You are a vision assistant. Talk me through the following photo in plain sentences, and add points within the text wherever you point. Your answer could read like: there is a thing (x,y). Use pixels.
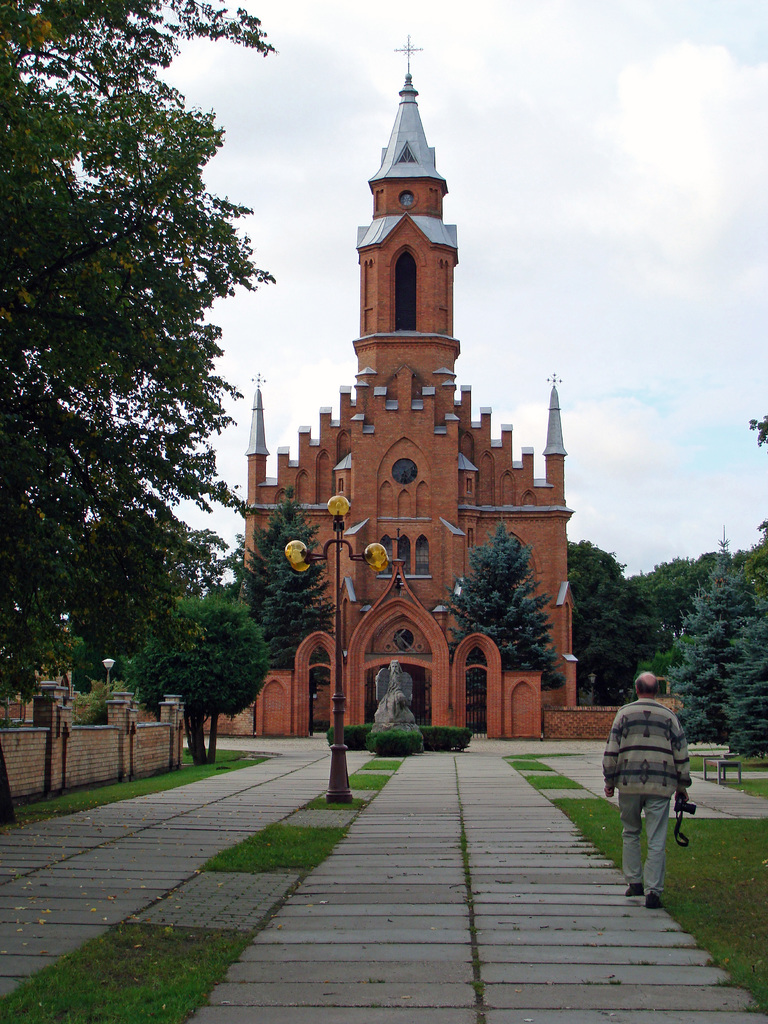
This is an outside view. At the bottom (428,881) there is a road (378,854). On the right side (631,780) there is a man (654,798) holding a camera (676,802) in the hand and walking. On the ground (618,892) I can see the grass (725,898). In the background (487,539) there is a church (440,541). In front of the church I can see a statue (391,698). On the right (612,657) and left side of the image (73,486) there are some trees (250,660). At the top of the image (568,156) I can see the sky (549,185). On the left side (74,761) there is a wall (74,773).
